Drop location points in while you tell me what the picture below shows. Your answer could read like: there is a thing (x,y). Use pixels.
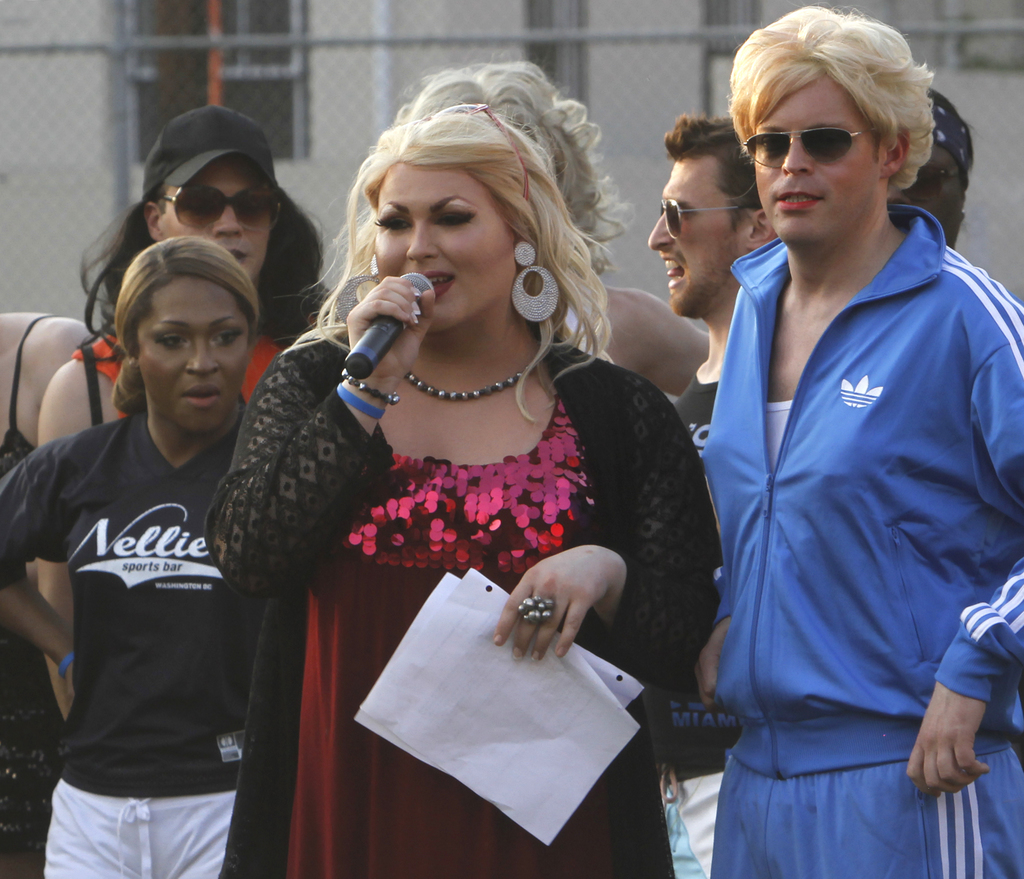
In this picture I can observe few people (404,353) in the middle of the picture (558,355). There are men (701,149) and women (127,549) in this picture. One of them is holding a mic (399,323) and papers (446,664) in her hands (417,339). In the background (330,105) I can observe fence (367,56).
